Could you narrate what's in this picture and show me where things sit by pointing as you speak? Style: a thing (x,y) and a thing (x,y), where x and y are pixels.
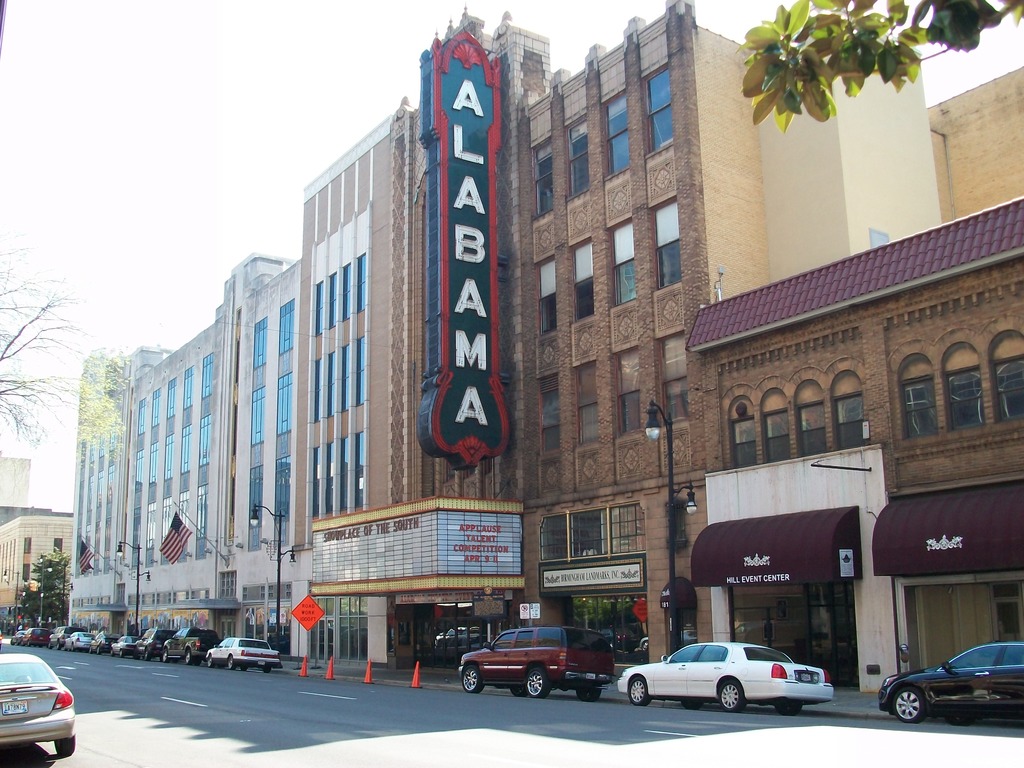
In this image I can see many vehicles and traffic cones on the road (319,708). To the right (698,561) I can see many boards (490,561) and flag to the buildings (288,494). In the background (46,577) I can see many trees (62,612) and the sky (160,91).
